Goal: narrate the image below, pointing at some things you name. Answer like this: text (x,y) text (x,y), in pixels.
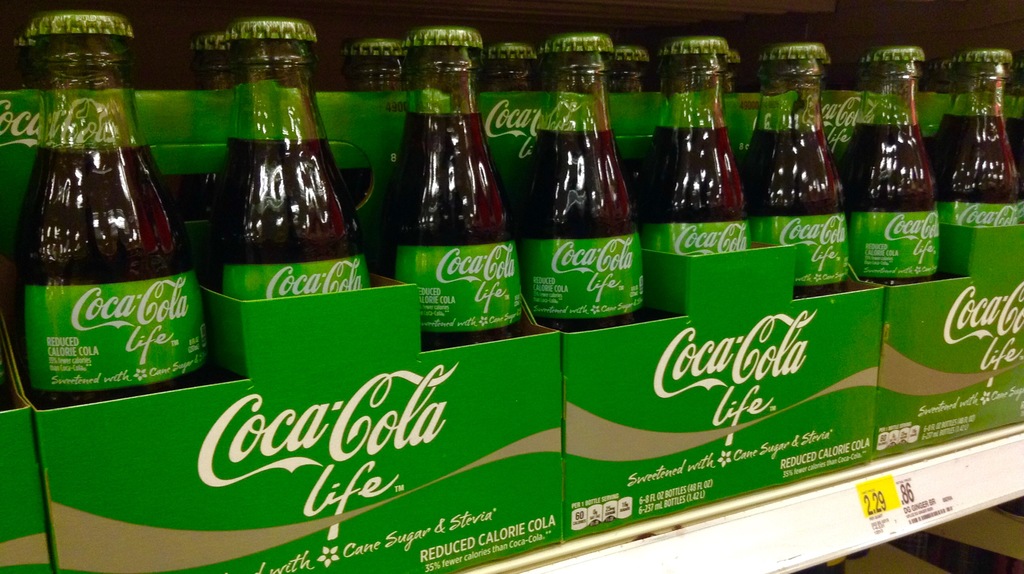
In this image I see lot of bottles (109,351), which are of green and black in color and over here I see few cardboards (386,346) and it is written Coca Cola life.
